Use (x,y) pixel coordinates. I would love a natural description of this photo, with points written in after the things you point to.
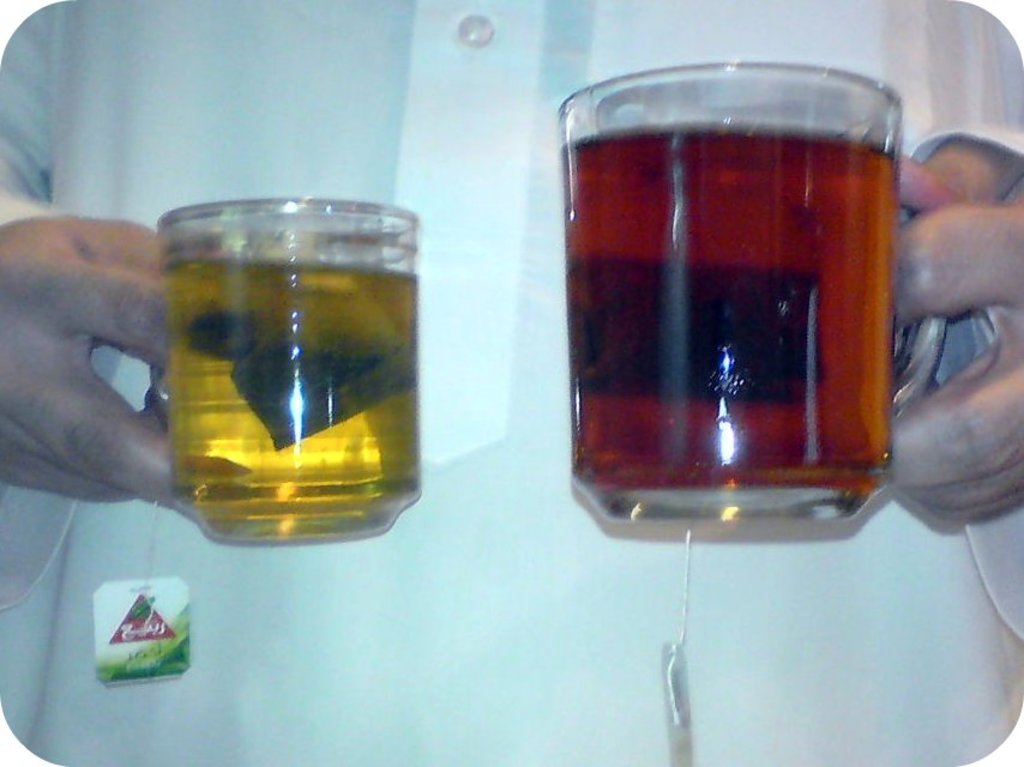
Here we can see a person (250,120) holding two glasses (738,474) in hands (110,457).
